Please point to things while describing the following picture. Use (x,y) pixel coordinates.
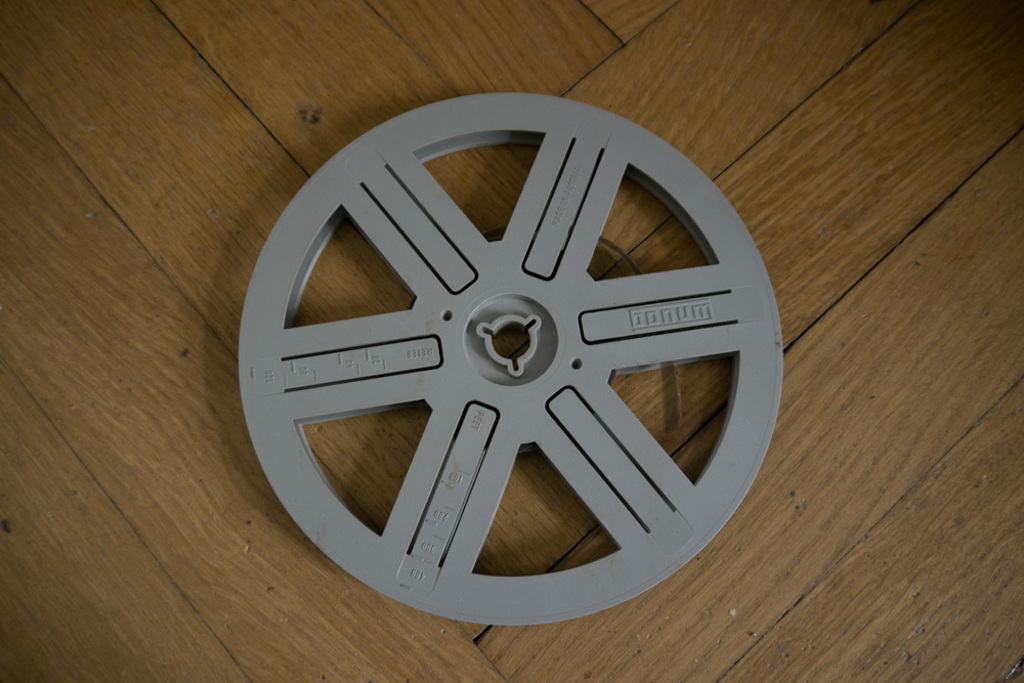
In the center of the image (505,300) we can see a film reel (505,300) placed on the floor (846,330).
